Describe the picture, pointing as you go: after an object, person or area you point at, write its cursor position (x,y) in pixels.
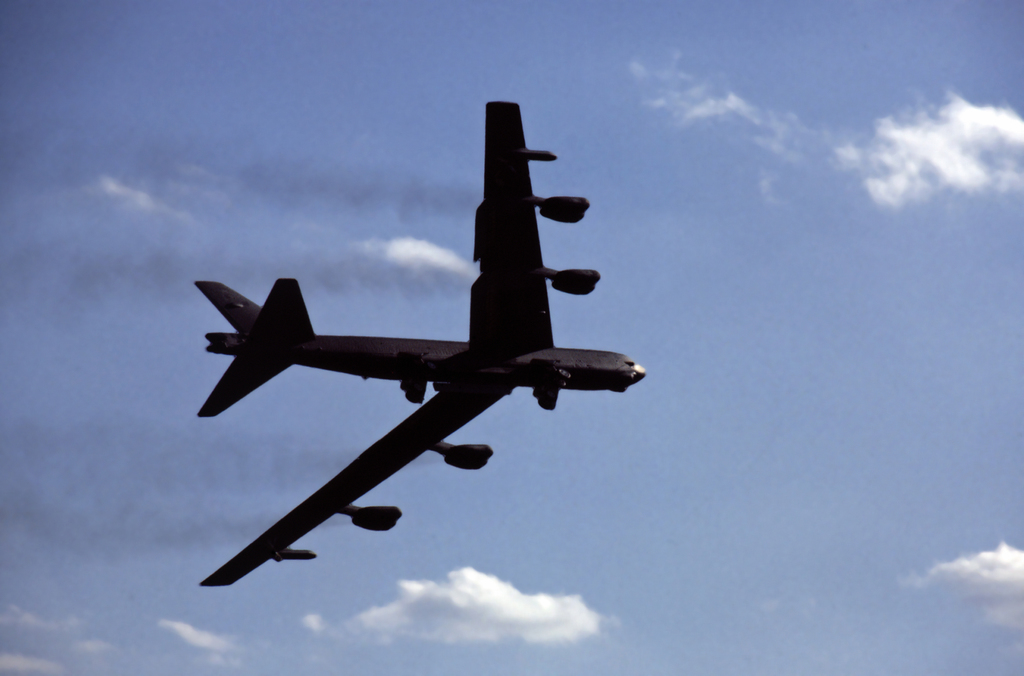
In this image there is a airplane (468,348) flying in the sky (719,241). The sky (767,228) is cloudy.
